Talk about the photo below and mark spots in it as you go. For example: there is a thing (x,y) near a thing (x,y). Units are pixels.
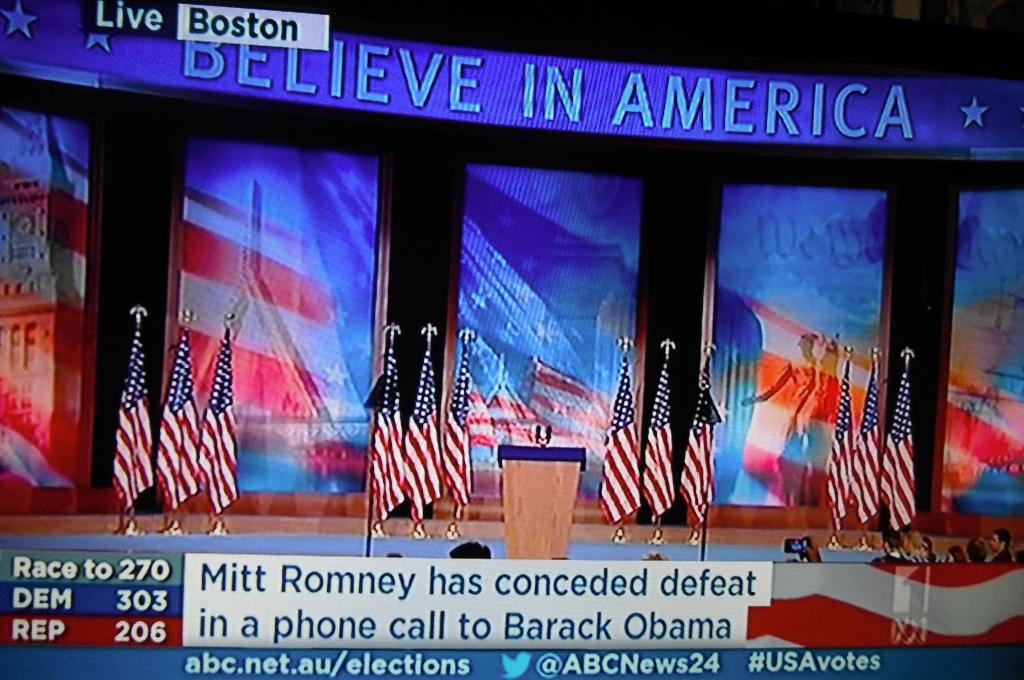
In the image there is a screen (252,181) with many flags (432,444) on the stage (603,517) with a podium (519,525) in the middle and there is text (271,587) on the bottom (593,623).
